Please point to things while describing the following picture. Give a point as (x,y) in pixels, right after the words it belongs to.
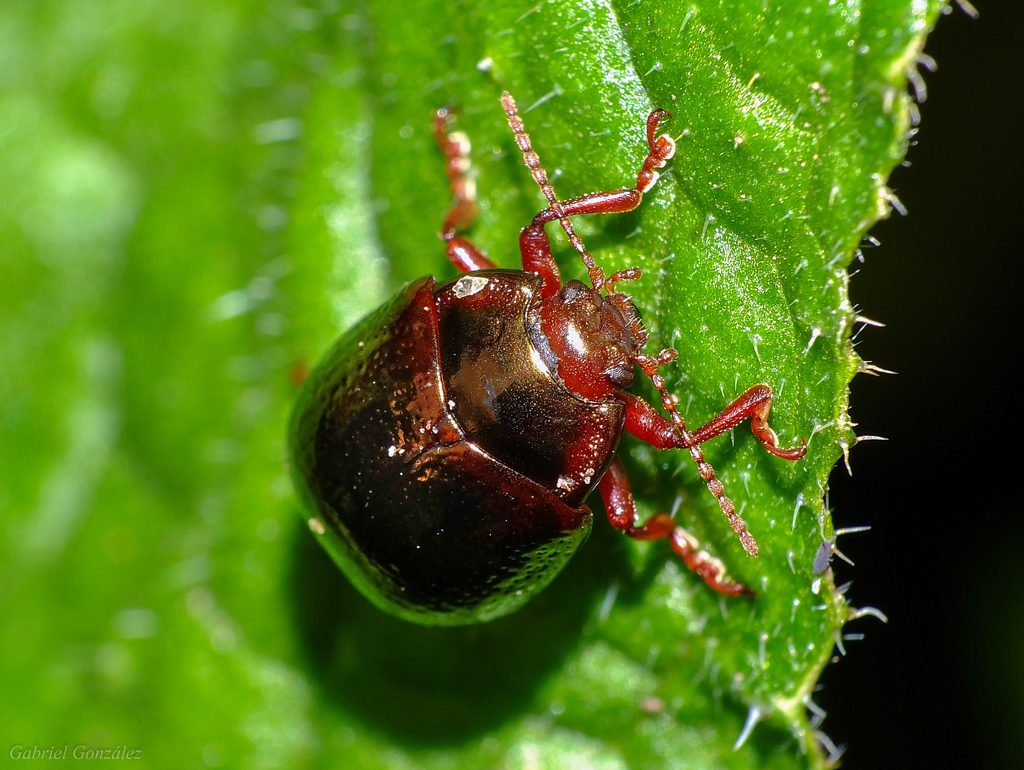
This picture shows a brown color insect (585,470) on the leaf (268,463). We see thorns (821,429) to the leaf (707,160).
